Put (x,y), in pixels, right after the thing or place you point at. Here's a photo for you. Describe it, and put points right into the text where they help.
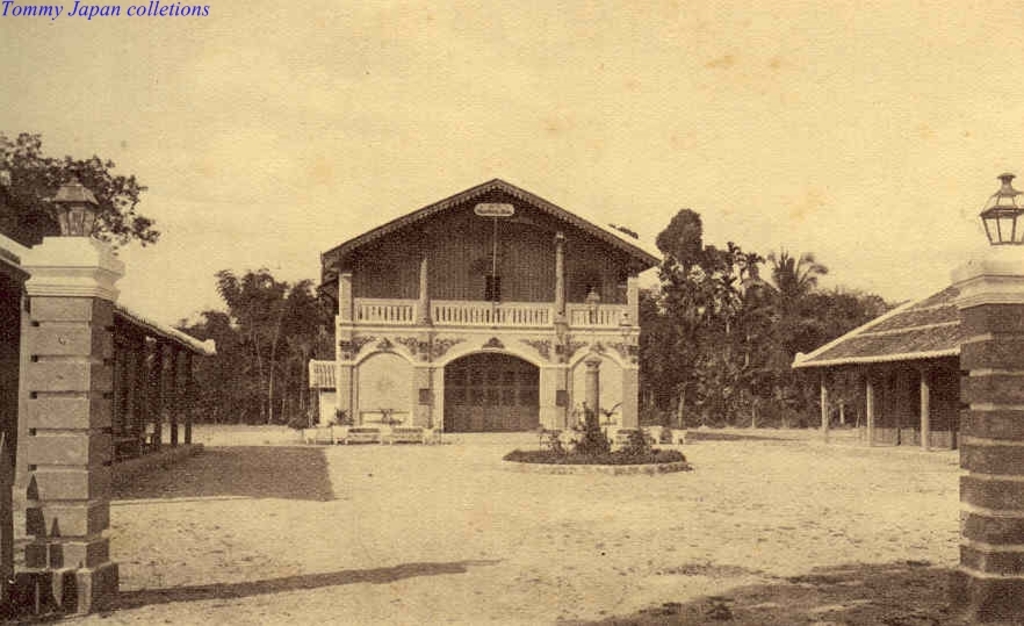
In this picture we can see the ground (406,543), pillars (61,318), lamps (80,225), buildings (459,390), plants (591,427), trees (282,327) and some objects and in the background (628,76) we can see the sky (371,116).
